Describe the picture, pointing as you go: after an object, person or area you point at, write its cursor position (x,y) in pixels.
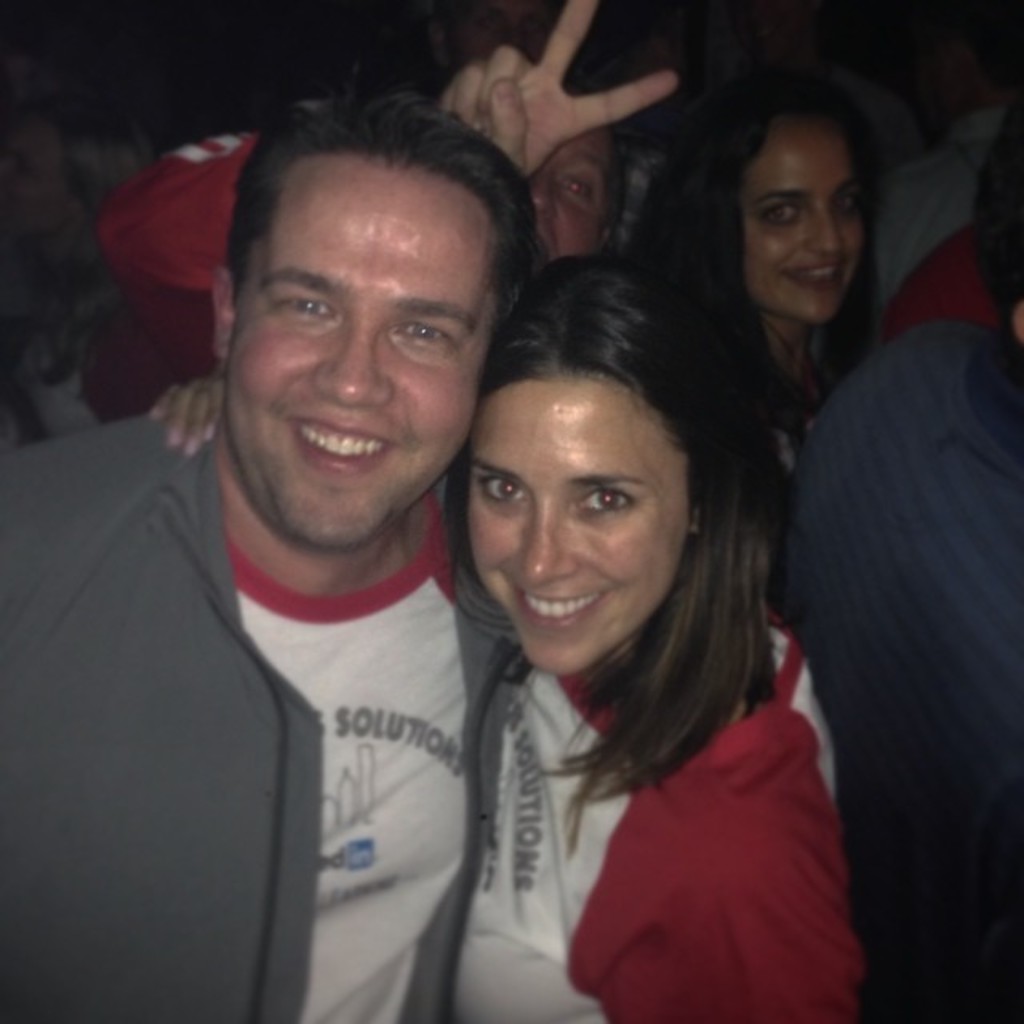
Here we can see a woman (519,479) and a man (474,336) posing a camera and they are smiling. In the background (910,674) we can see some persons (43,285).
